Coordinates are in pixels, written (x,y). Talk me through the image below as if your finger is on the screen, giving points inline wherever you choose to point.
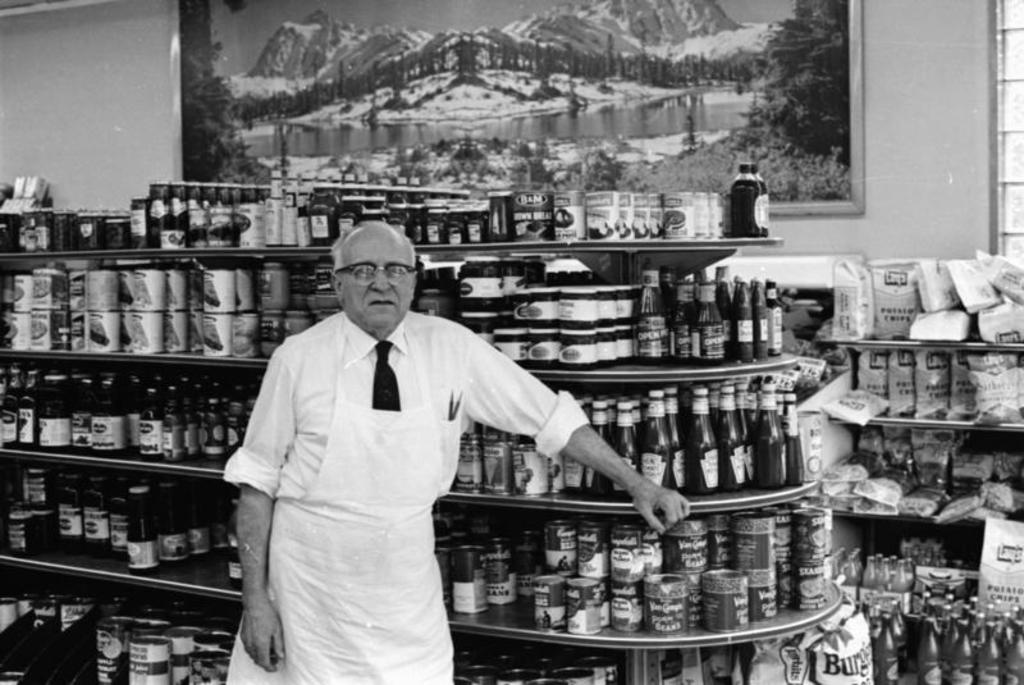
In this image, we can see a man (489,378) standing, we can see some bottles (599,418) and there are some products (512,352) kept in the display rack (61,557), in the background (75,171), there is a wall (75,171) and we can see a photo (546,70) on the wall (902,56).
